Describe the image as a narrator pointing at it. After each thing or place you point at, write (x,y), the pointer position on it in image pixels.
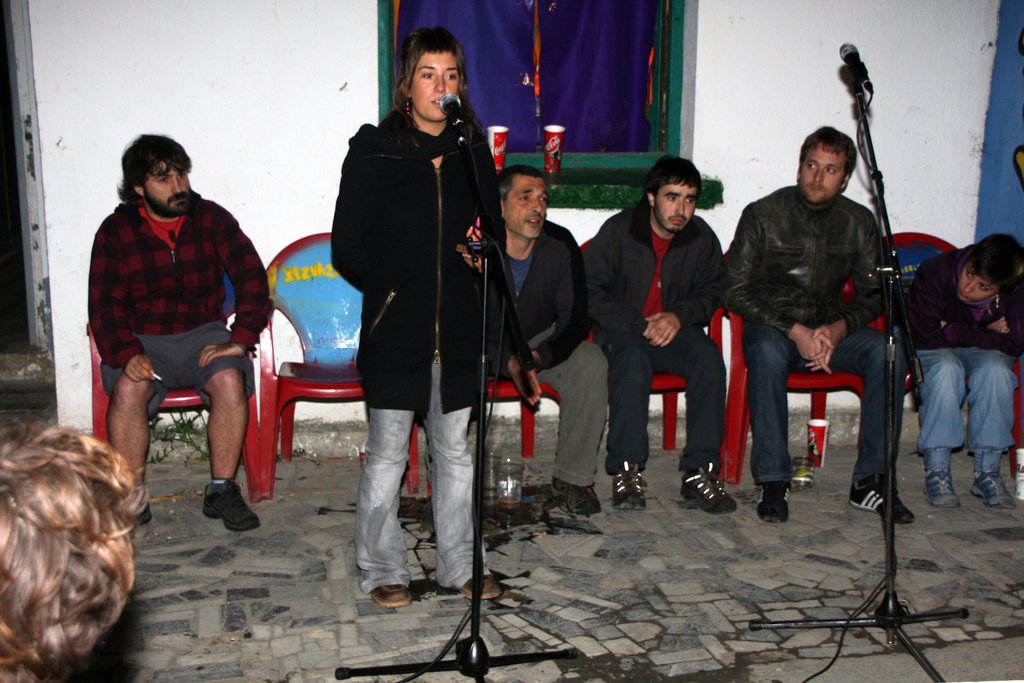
Here we can see a woman (431,94) talking on the mike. In the background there are few men (577,297) and a woman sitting on the chairs (330,304) and there is a wall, window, two cups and bottles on the floor (702,617) and there is a mike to a stand (467,148) on the floor (269,546). On the left (46,609) at the bottom corner (62,548) there is a person head (68,504).
